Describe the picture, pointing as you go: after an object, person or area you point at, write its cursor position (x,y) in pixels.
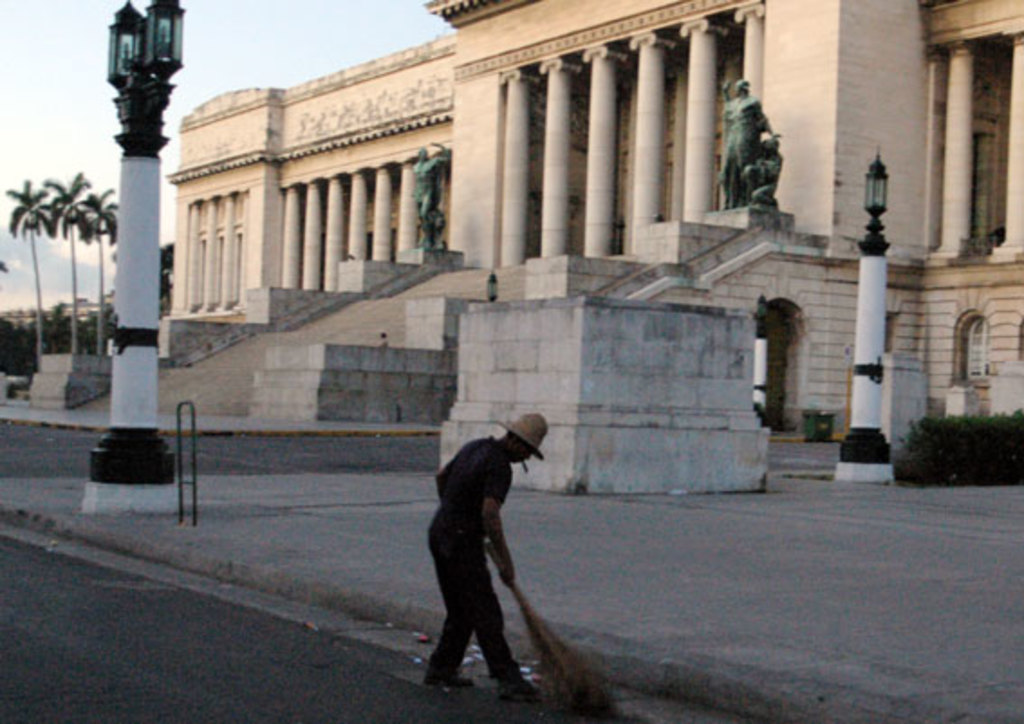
In this image there is a person (450,581) sweeping the road surface (409,630), behind the person (465,577) there is a building (496,212) with two statues (438,206) in front of the building (343,241), in front of the building (329,208) there are stairs (350,342), beside the building (204,222) there are trees (76,319), in front of the building (175,250) there is a lamp post (159,47).
